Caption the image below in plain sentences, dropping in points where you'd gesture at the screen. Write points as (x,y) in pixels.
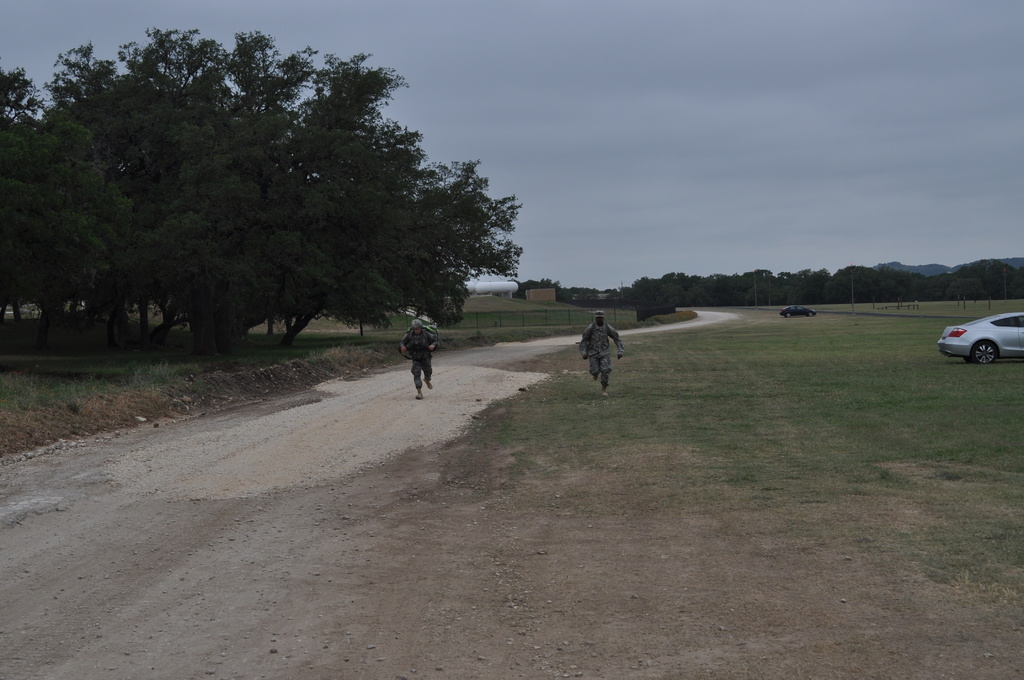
In this picture, we see two men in the uniform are running. At the bottom (506,570), we see stones (608,590) and the grass (704,478). On the left side (180,173), we see the trees (127,218). On the right side (978,322), we see a car (965,355). In the background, we see a black car (787,309). There are trees (675,303) in the background (766,286). At the top (722,110), we see the sky (589,113).
